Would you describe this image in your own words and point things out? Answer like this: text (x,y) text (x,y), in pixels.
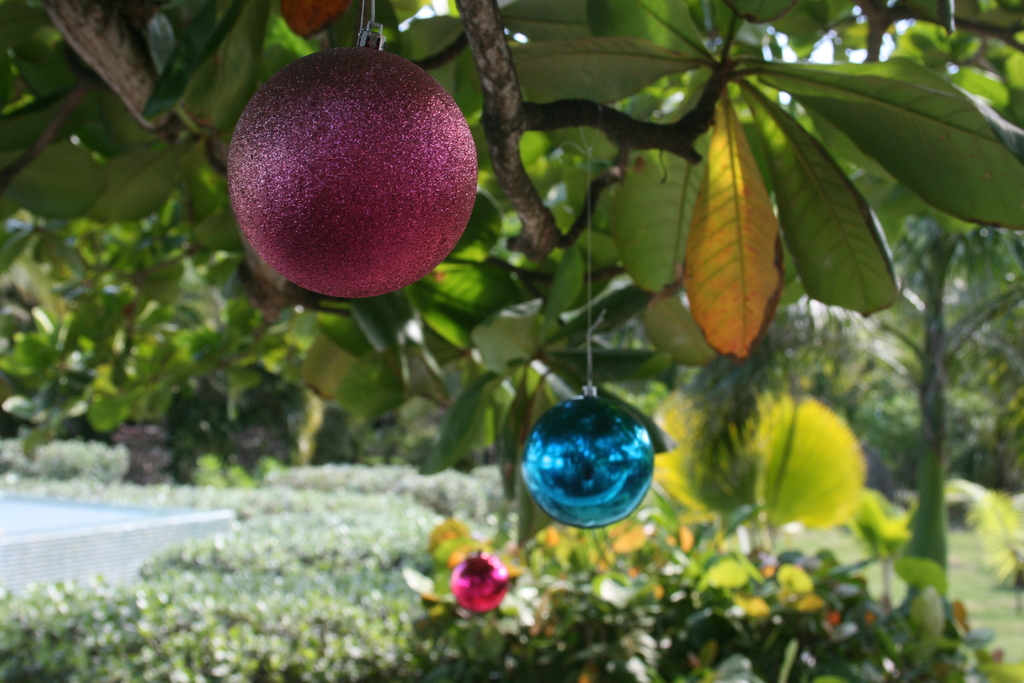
In this image we can see some trees (321,45) and decorative objects (430,251). At the bottom of the image (487,491) there are some plants (578,535).
